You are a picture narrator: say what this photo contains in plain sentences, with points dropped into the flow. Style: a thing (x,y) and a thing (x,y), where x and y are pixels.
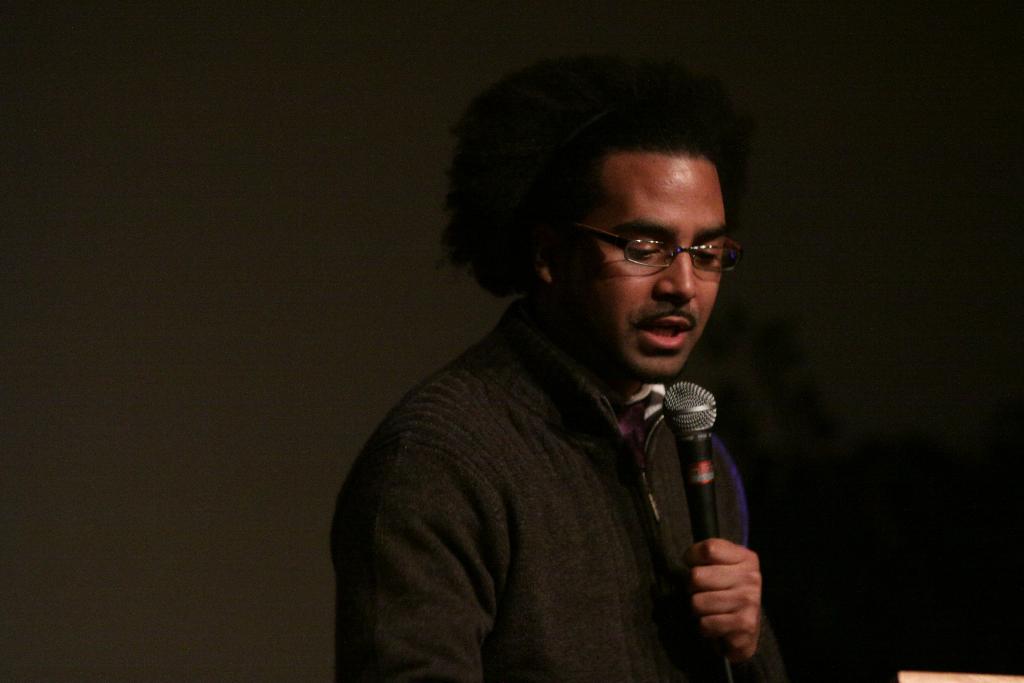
In this image I can see the person (499,663) and the person (447,470) is holding a microphone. The person (668,468) is wearing black color jacket (446,487) and I can see the dark background (99,600).
